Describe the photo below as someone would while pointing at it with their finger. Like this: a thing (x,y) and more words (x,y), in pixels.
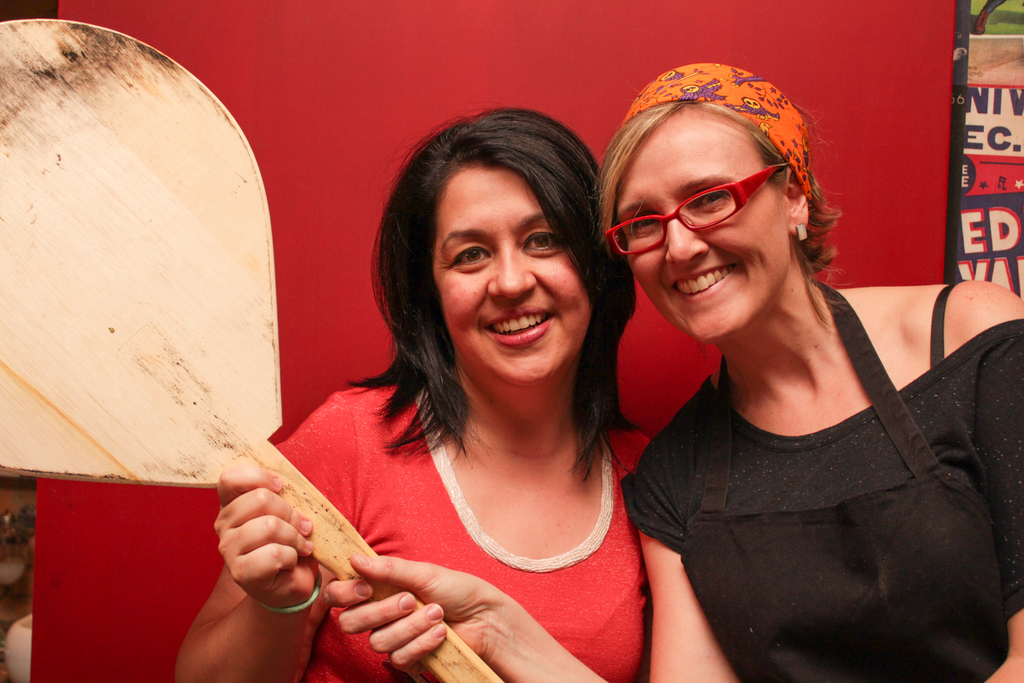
In this image I can see two women (510,543) and I can see both of them are holding a wooden thing (240,452). I can also see smile (729,267) on their faces (755,301) and here I can see she is wearing a red color specs (674,215). I can also see one of them is wearing red color dress (406,494) and one is wearing black. In the background (925,91) I can see a red color thing (847,87) and over there I can see something is written.
